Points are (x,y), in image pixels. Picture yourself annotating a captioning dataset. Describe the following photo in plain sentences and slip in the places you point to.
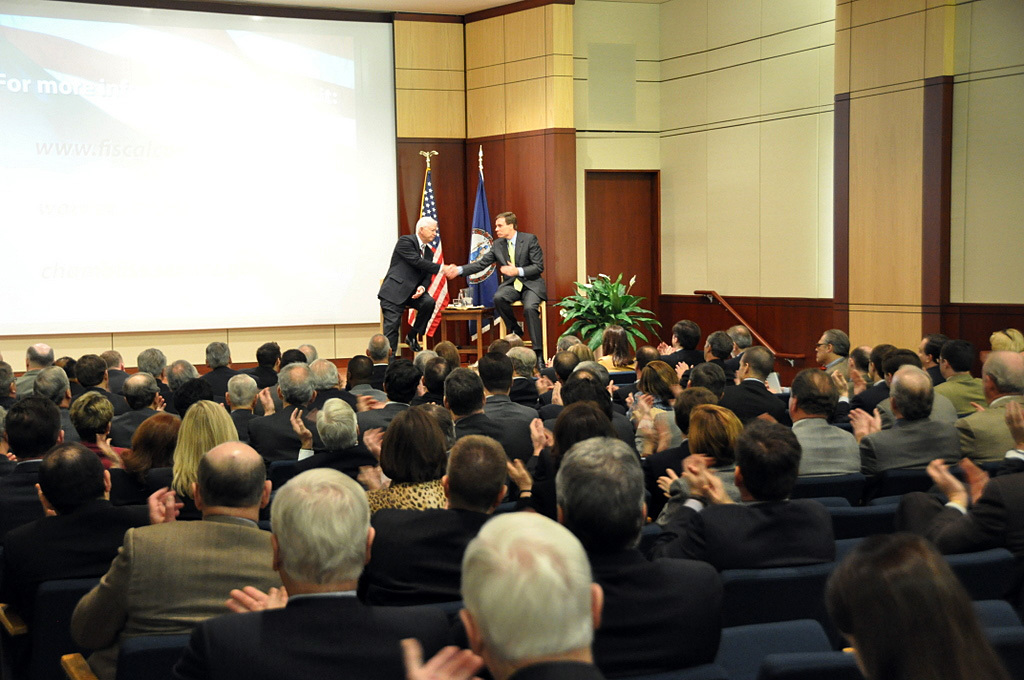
In this picture we can see a group of people (390,450) sitting on the chairs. In front of the people (374,369), there are flags (445,301), a houseplant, a table (450,314), a door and a projector screen (141,187) and there are two men (421,276). On the right side of the image (747,138), there is a wall (770,132).
